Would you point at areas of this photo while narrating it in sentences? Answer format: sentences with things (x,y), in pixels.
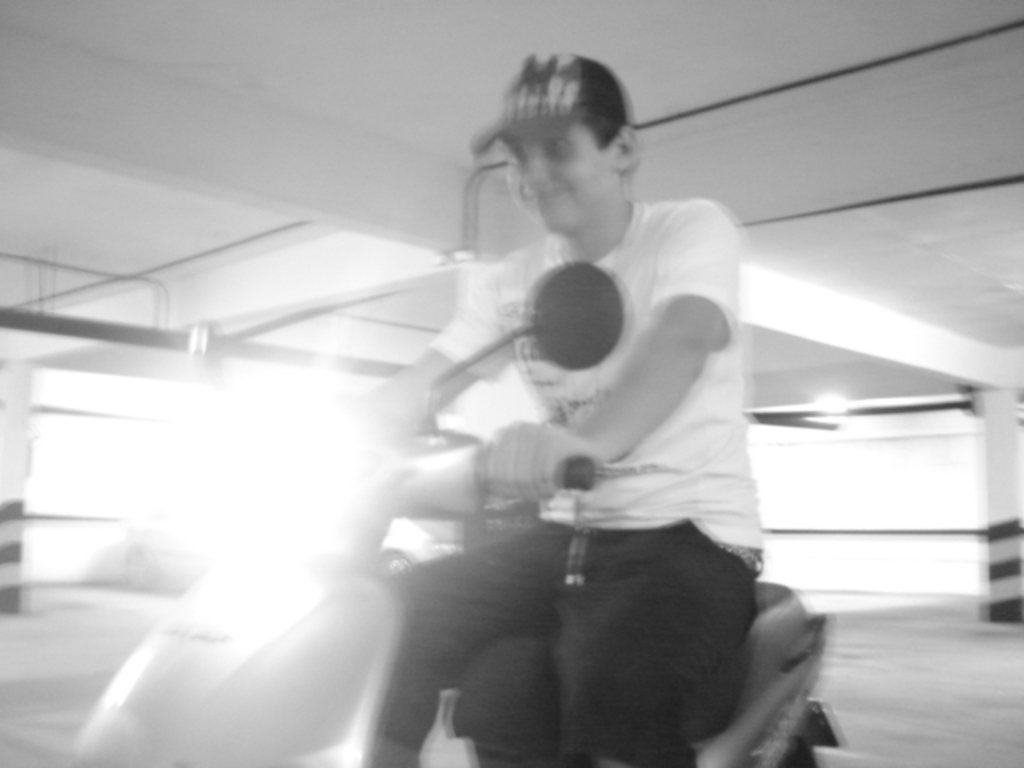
This picture seems to be clicked inside. In the foreground (662,343) there is a person (594,448) riding a bike (275,580). At the top (416,49) we can see the roof (752,142). In the background (888,490) we can see the wall (873,495), pillars (1014,501) and metal rods (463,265).
